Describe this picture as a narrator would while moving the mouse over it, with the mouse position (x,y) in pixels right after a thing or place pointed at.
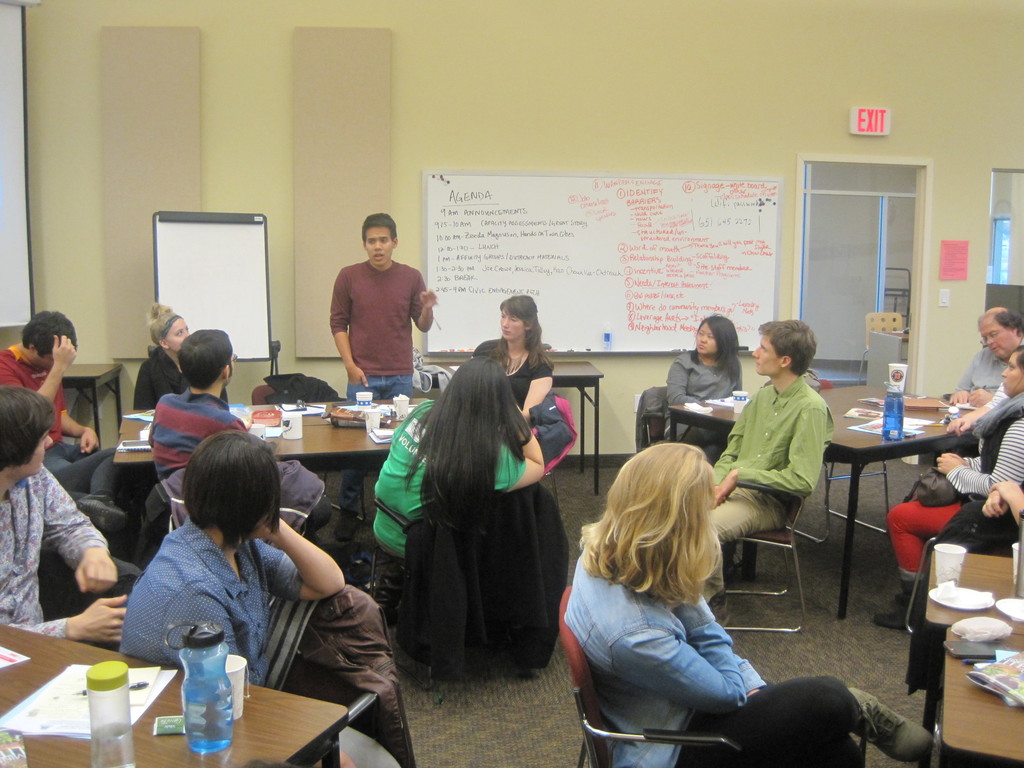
In this image there are tables (969,716), on that tables (150,711) there are few items (961,602), around the tables (969,617) there are people (92,521) sitting on chairs (787,534), one man (391,350) is standing, in the background (249,7) there is a wall (947,351), for that wall (1004,18) there is a board (774,182), on that board (597,286) there is some text (688,257) and there is a door (871,285).
